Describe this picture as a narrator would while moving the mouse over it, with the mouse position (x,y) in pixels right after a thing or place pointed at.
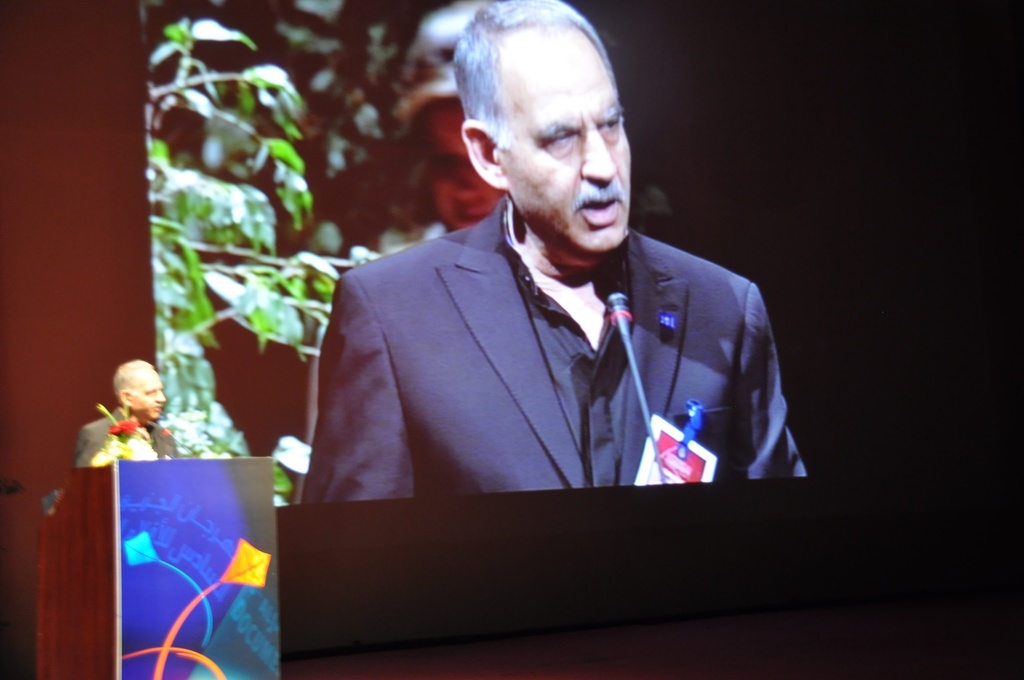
In this picture there is a man (147,372) standing behind the podium (106,646) is talking and there is a bouquet (117,435) on the podium (126,505). At the back (370,149) there is a screen (741,269), on the screen (741,269) there is a picture (522,370) of a person (467,485) standing and talking and there is a plant (284,76).
